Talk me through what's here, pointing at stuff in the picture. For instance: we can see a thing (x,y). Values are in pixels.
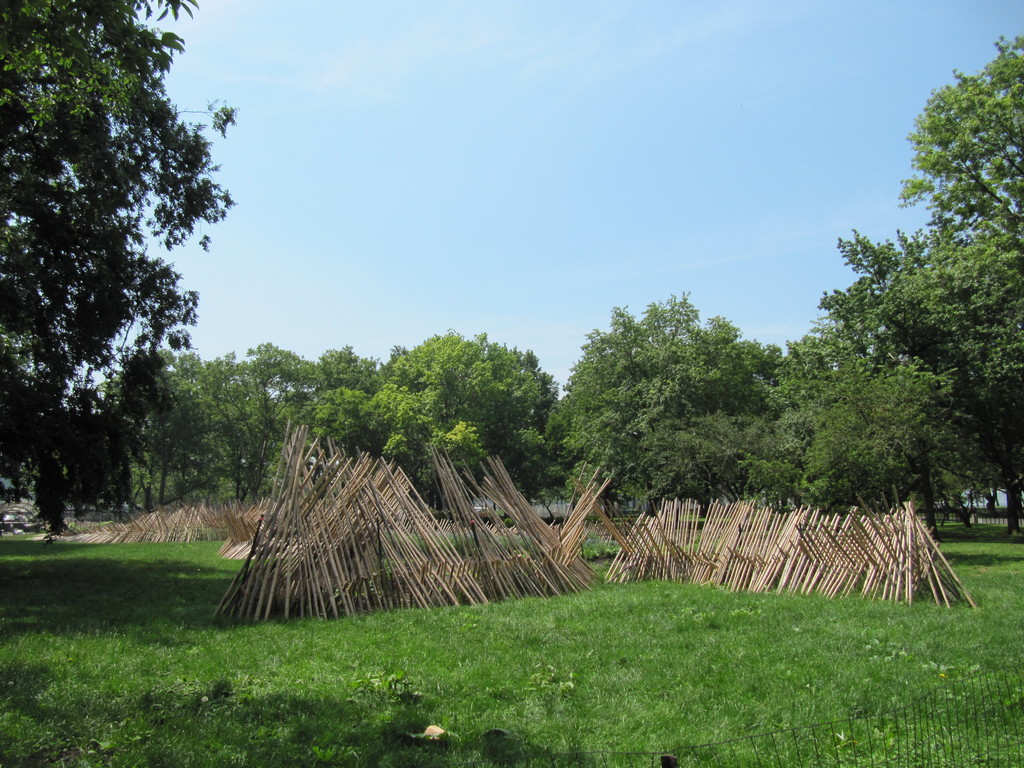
In this picture there are trees (810,440). In the foreground (805,546) there are sticks (489,588) and there is a fence (890,716). At the top (444,140) there is sky (444,189). At the bottom (452,717) there is grass (243,740).
